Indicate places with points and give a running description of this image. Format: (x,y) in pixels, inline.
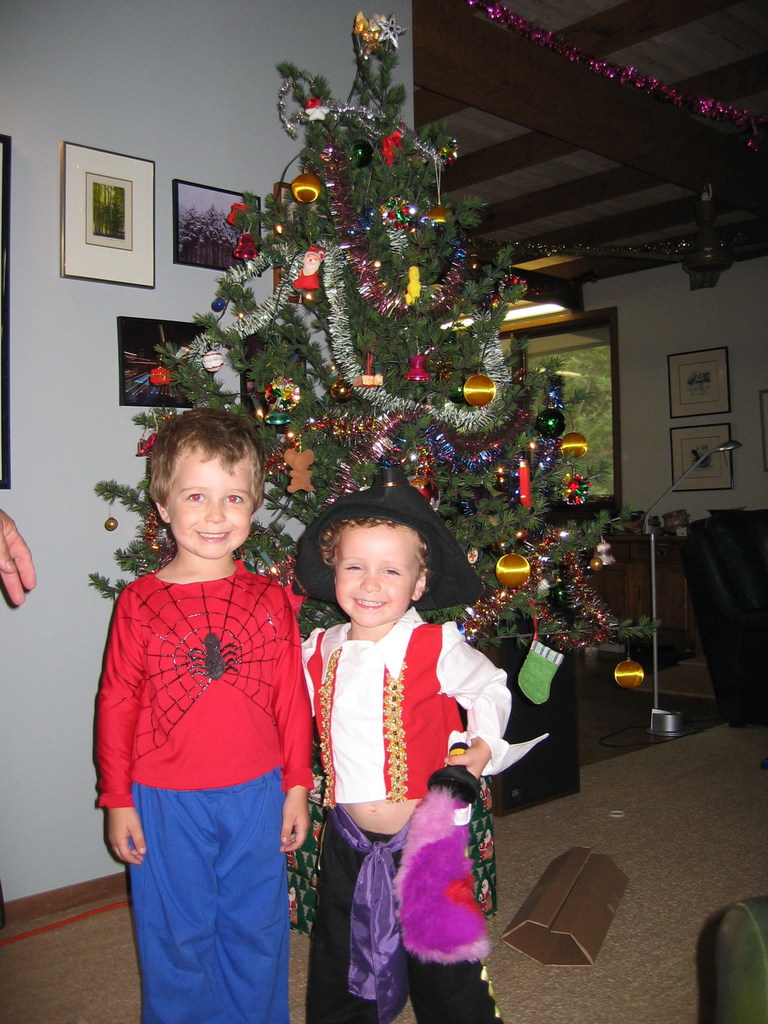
In the given picture, I can see two people (177,721) towards right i can see a person (395,853) holding an object (468,825) in his hand (470,775) and behind this people (333,723), I can see a Christmas tree (423,374) which is decorated and wall (52,77), few images (222,236), and a floor (121,947), mat (86,958) which is in brown color and i can see few object (658,539), fan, light (529,313).
